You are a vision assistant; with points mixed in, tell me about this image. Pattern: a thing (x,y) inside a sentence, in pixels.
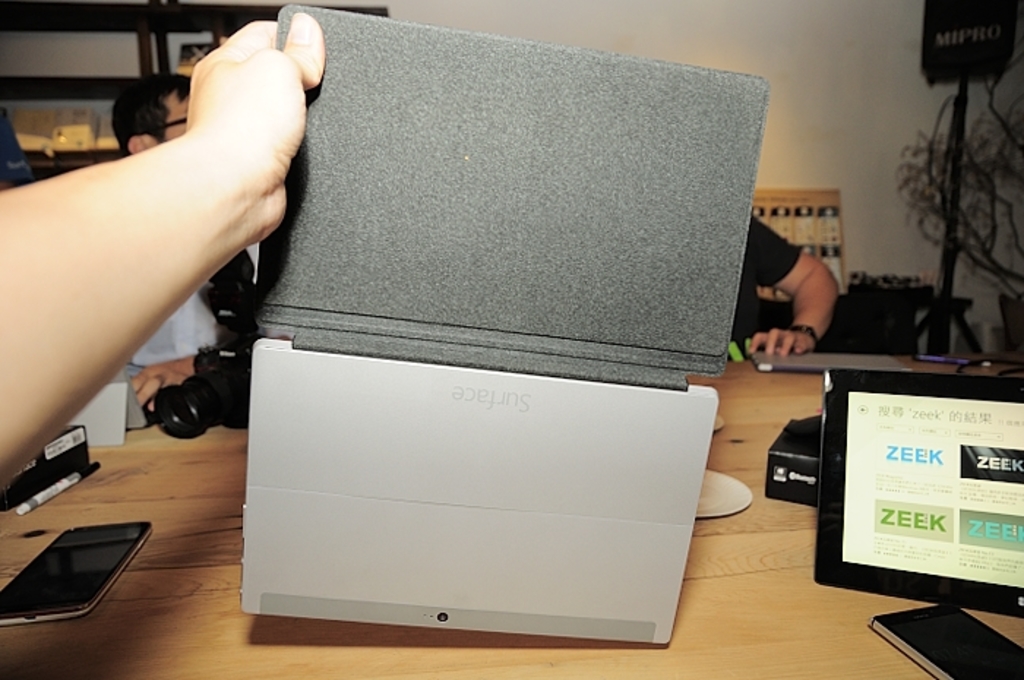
In this image there is a wooden table (694,657). On the table (729,573) there are mobile phones (974,633), tablets (887,529), a marker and plates (734,492). To the left (86,246) there is a hand (190,190) of a person (249,224) holding a tablet (553,401). Behind it there are two people (752,278). Behind them there is a wall (641,10).
